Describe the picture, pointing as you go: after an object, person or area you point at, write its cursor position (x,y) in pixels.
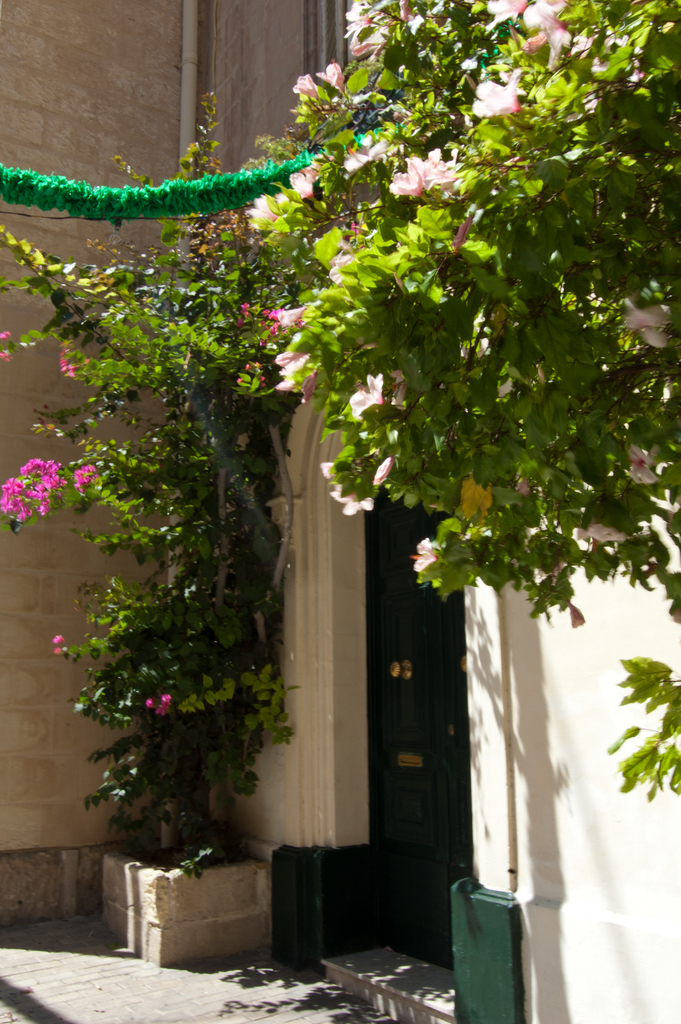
In this image there is a closed door (465,725). There is a wall (32,606). There is a pipe (181,112). There are plants (166,349) and flowers (654,322).
